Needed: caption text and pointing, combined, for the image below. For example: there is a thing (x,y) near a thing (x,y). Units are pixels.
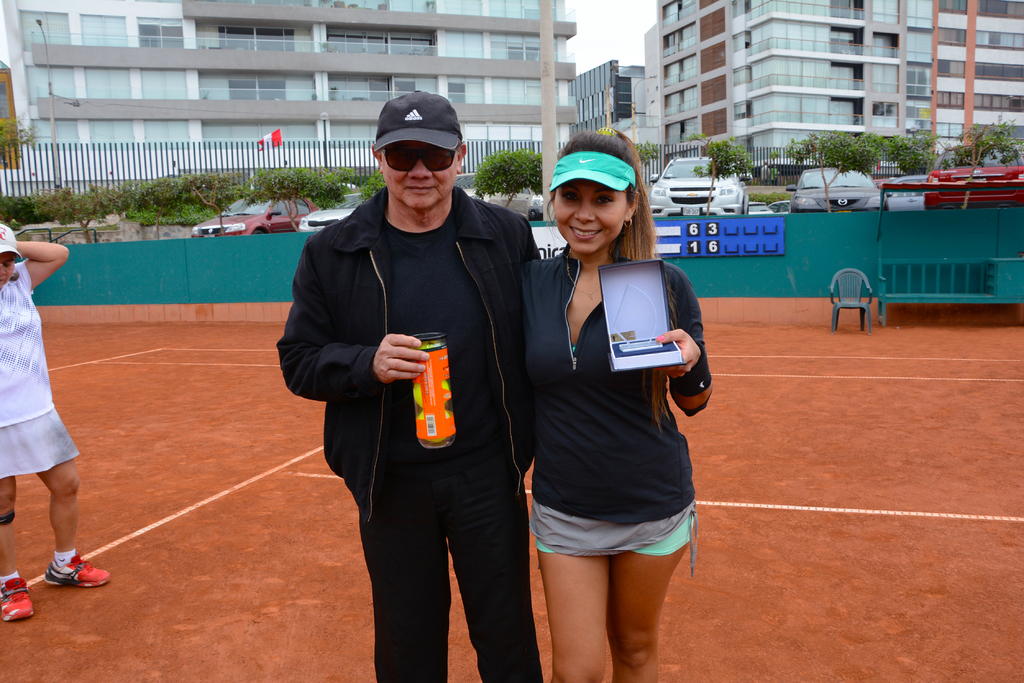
In this picture there is a man (452,298) wearing black color jacket (342,302) and holding the orange can (442,440) in the hand (422,358), smiling and giving a pose into the camera. Beside there is a woman (603,323), standing and showing a box (646,292). Behind we can see the green color boundary wall (197,253) and some cars (851,196) parked. Behind there is a pipe fencing (218,172). In the background (472,29) we can see the glass building (147,80).
